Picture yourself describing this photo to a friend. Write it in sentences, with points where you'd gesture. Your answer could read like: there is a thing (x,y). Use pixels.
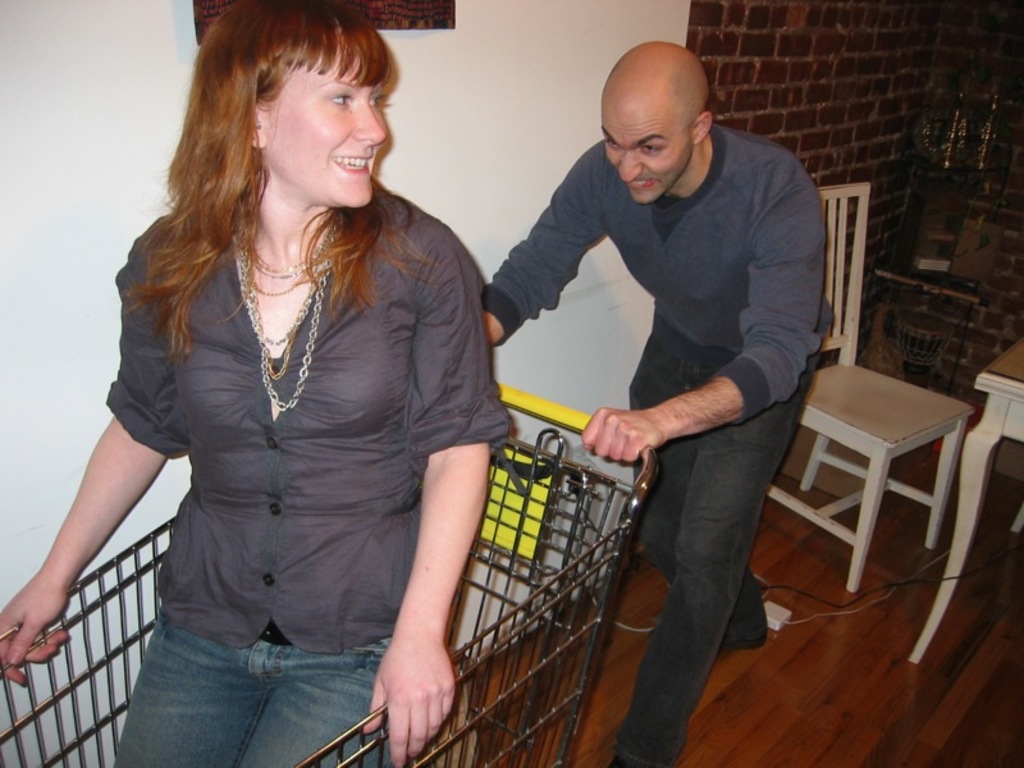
Woman (340,504) upright in the trolley (533,702), man (707,553) pushing the trolley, white table (994,429) and chair (875,430) is present.
